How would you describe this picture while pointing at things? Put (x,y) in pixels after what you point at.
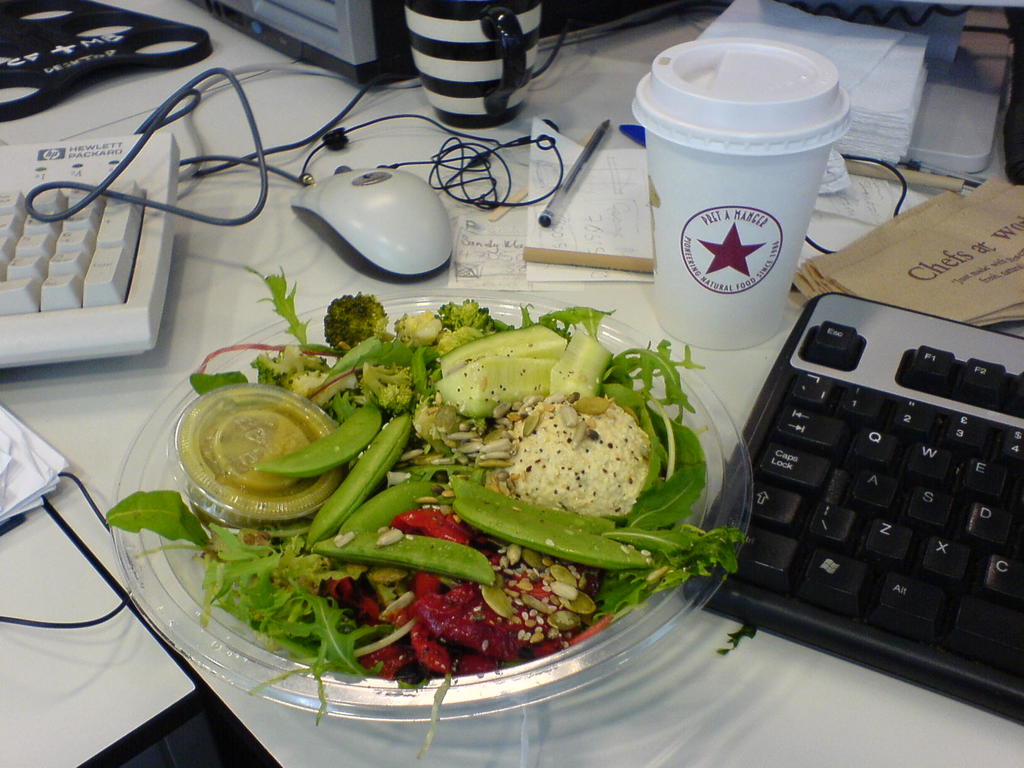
Here I can see a table (833,688) on which two keyboards (814,468), glass (740,134), mouse (412,214), wires (437,186), pen (593,149), books (610,209), cup (510,104), papers (877,93) and a plate (426,414) which consists of food items (434,538) in it and some other objects (66,62) are placed.
